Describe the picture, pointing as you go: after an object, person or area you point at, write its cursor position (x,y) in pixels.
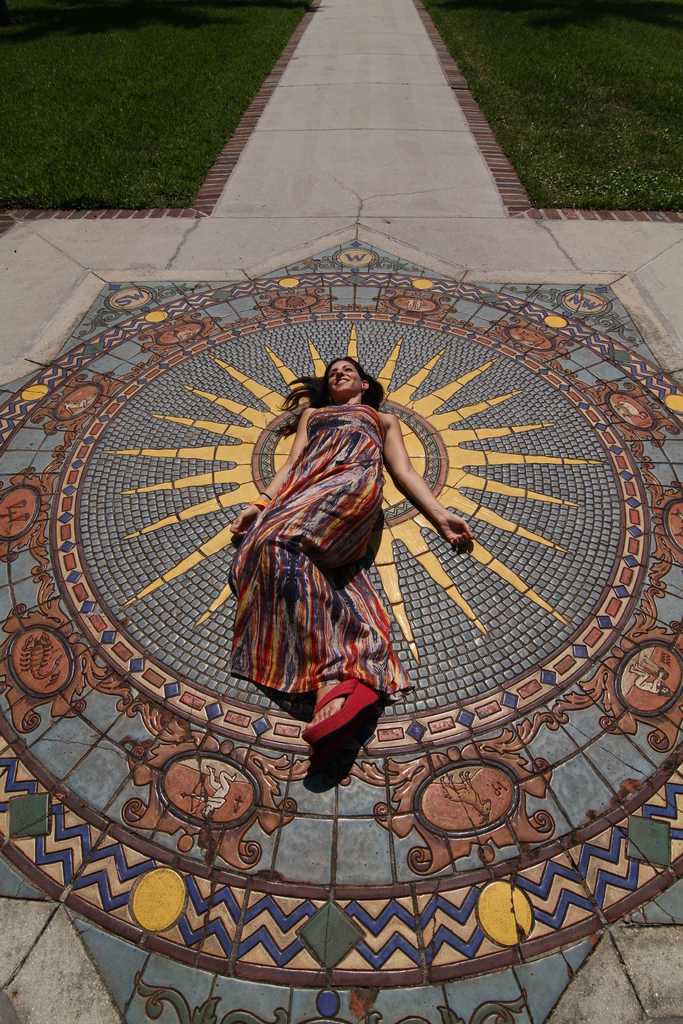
In this picture we can see a woman (362,438) on the floor (165,324) and smiling. In the background (340,54) we can see the path (342,28) and the grass (579,92).
